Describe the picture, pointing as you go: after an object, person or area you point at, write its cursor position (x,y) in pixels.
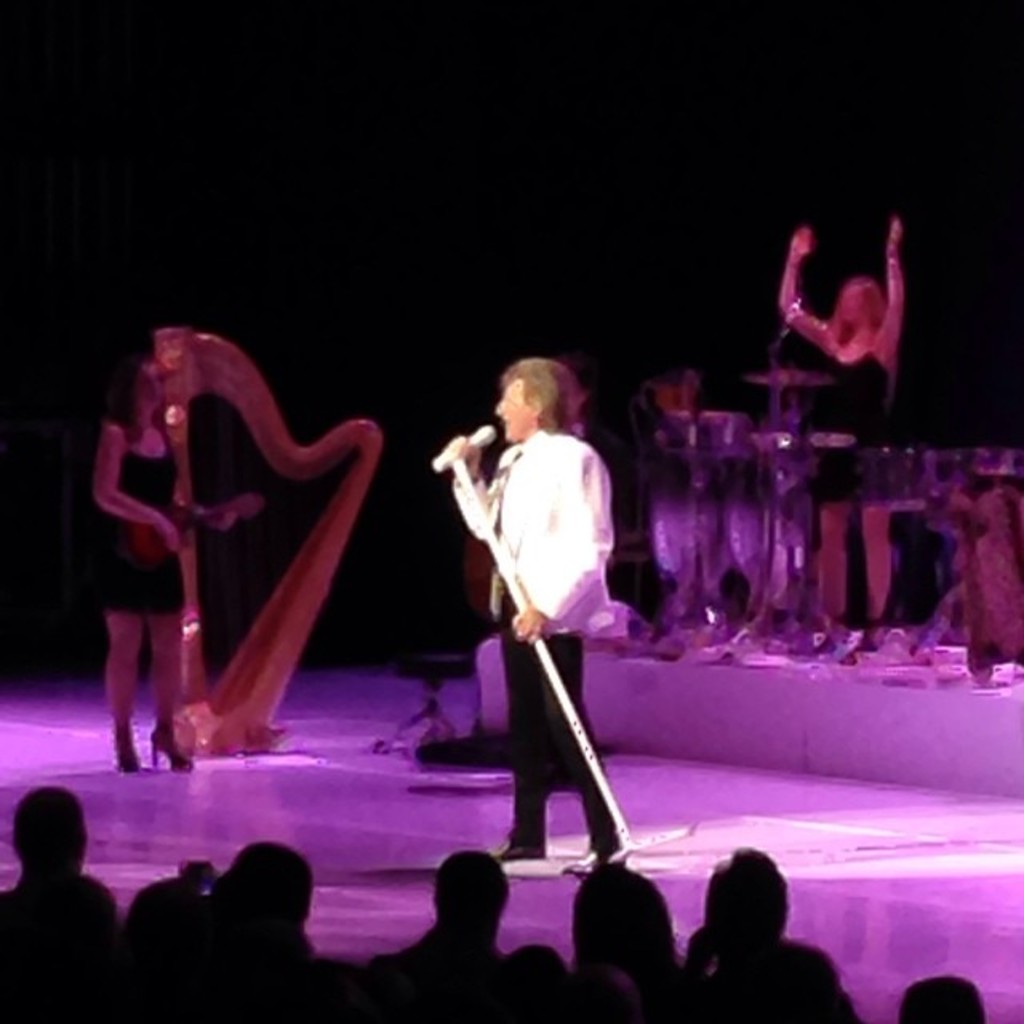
In this image I can see at the bottom (453,933) few people (480,928) are there, in the middle (557,562) a man (572,546) is standing and singing in the microphone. On the left side (145,409) there is a woman (158,406) standing and also holding the guitar (162,545), on the right side (886,565) there is another woman (829,454) standing near the drums (773,469).
